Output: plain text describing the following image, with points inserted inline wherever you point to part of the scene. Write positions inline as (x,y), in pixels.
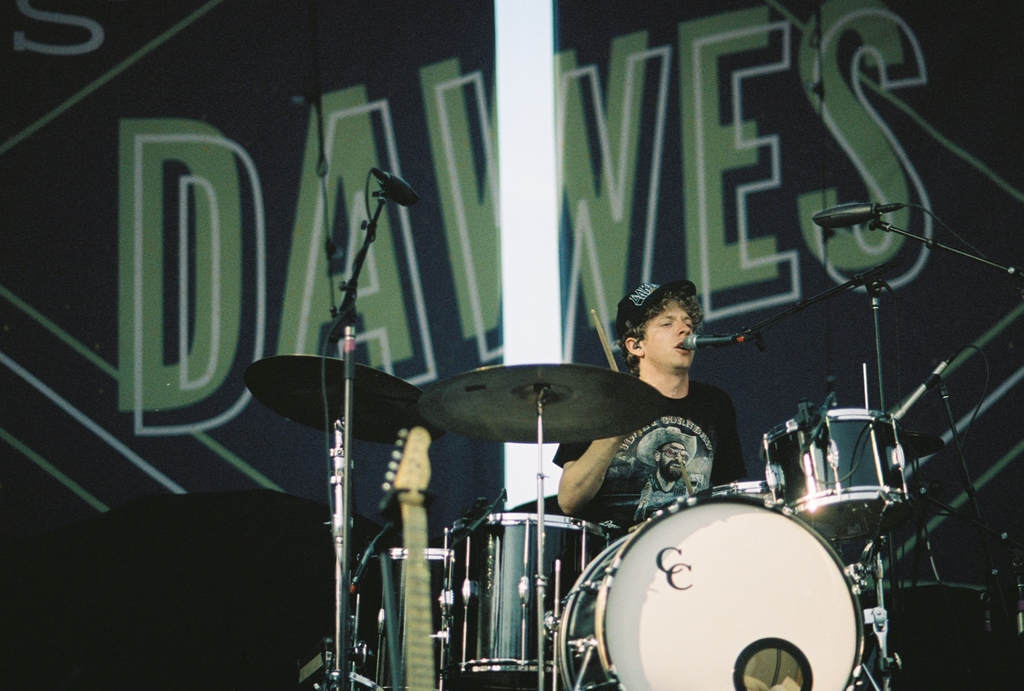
In this image we can see a person (635,460) playing a musical instrument (831,473). Behind the person (689,403) we can see some text (823,119) on an object (707,298). In the middle (517,336) we can see a white light (524,230). On the right side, we can see mics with stands (920,494).
